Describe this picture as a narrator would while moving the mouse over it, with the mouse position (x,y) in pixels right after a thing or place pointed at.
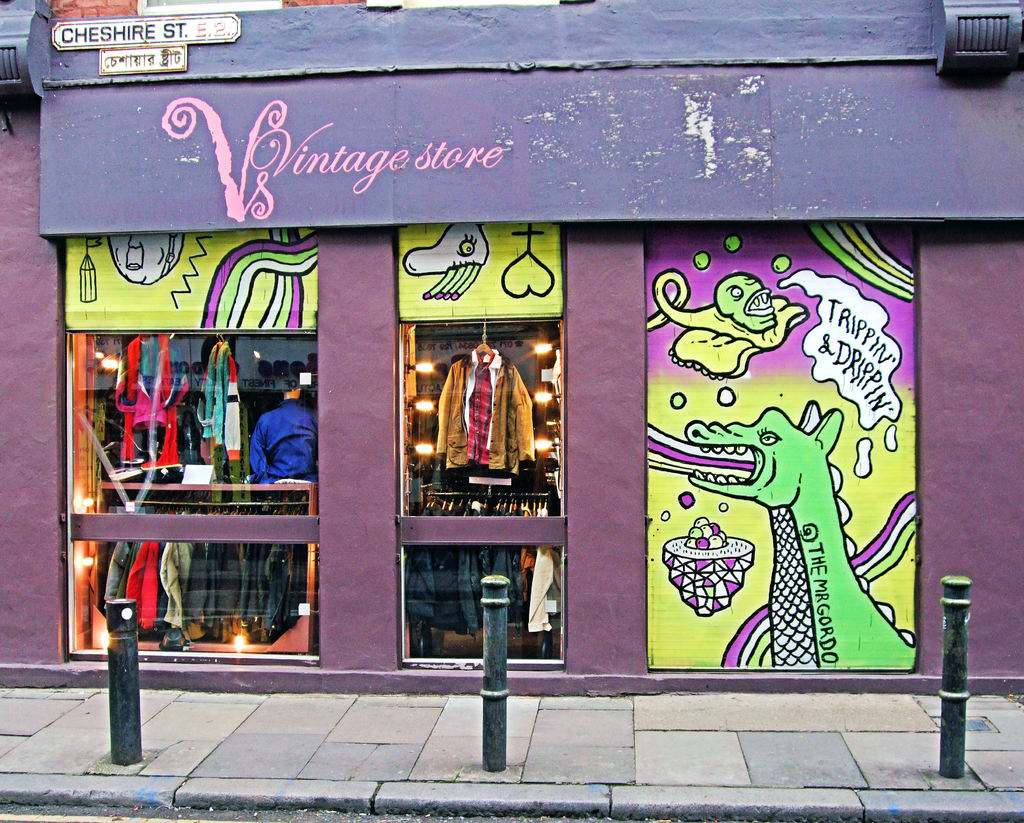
In this image we can see a store (561,387). There are many clothes (288,426) in the store (316,616). There are few lights (420,451) in the image. There are few paintings (798,462) on the wall (736,429) in the image. There is some text (327,165) on the wall (358,166). There are few boards (238,94) in the image. There are few barrier poles (951,710) in the image.
